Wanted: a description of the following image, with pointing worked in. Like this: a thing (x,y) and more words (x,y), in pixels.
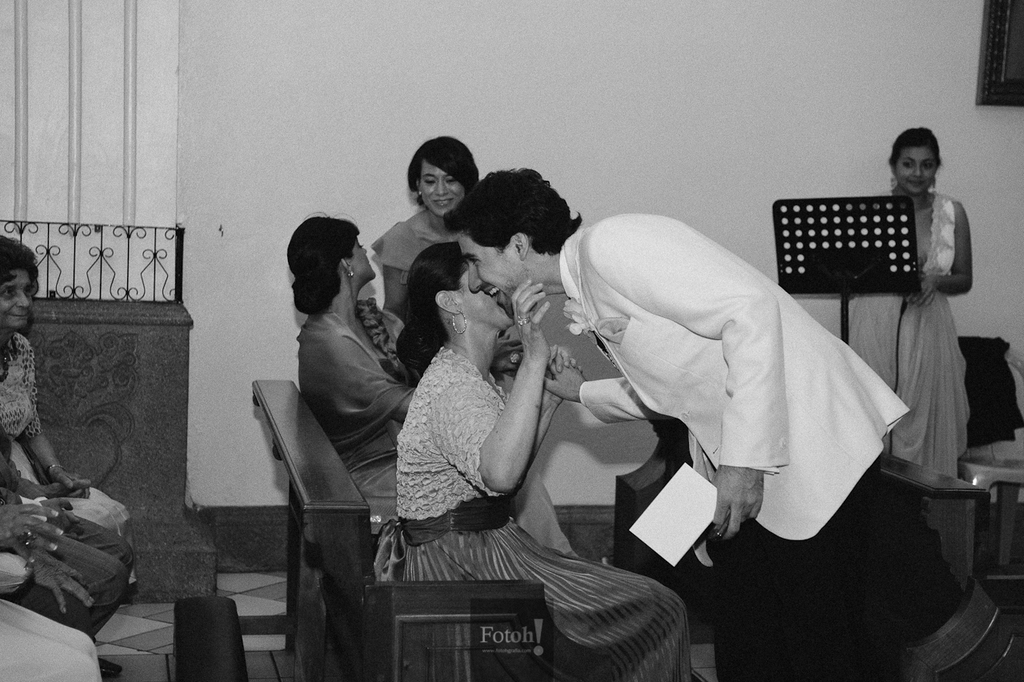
In this image we can see black and white picture of a group of people (943,419), some woman (8,352) is sitting on chairs (409,611). In the left side of the image (177,271) we can see a railing (127,265). On the right side of the image (834,278) we can see a stand (834,278) and a chair (987,483) placed on the ground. In the top right corner of the image (1000,84) we can see a photo frame (984,43) on the wall (860,189).
